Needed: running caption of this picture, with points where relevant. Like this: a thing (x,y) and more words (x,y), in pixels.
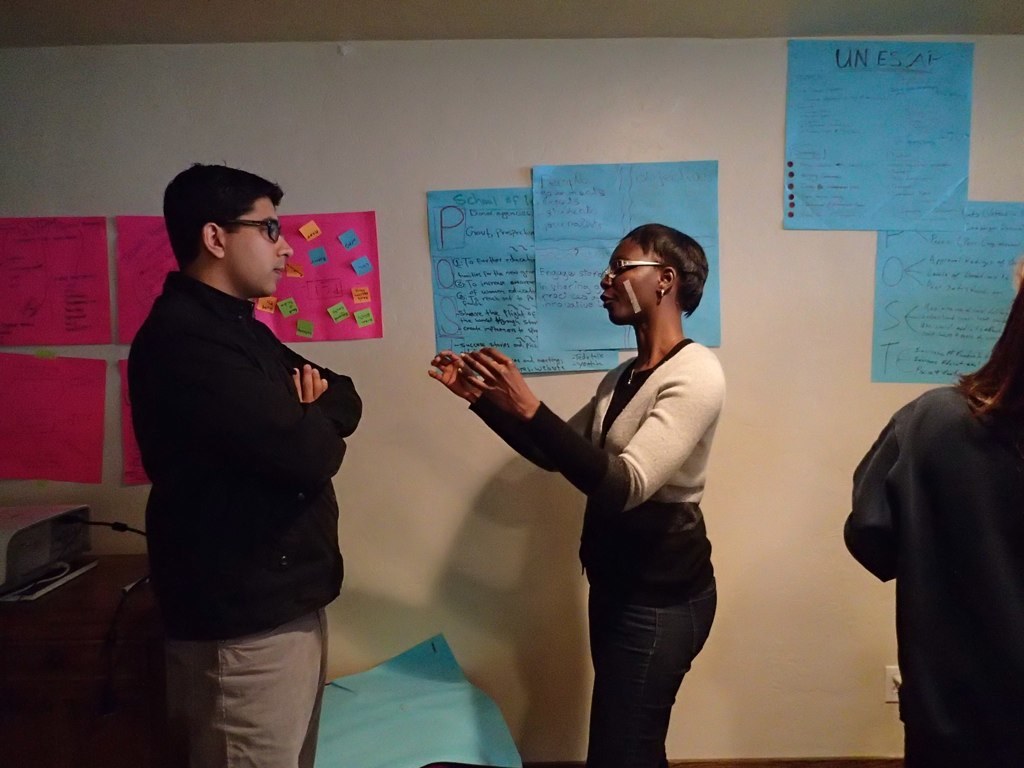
In this picture we can see a few people (662,269) wearing spectacle (271,226) and standing. We can see a person (938,751) on the right side (925,739). There is a device (50,566), wire (111,525) and other things (126,581) on the left side (83,506). We can see a blue object (478,742) at the bottom of the picture (478,756). There are a few colorful charts (310,240) and a switchboard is visible on a white surface (976,118).
